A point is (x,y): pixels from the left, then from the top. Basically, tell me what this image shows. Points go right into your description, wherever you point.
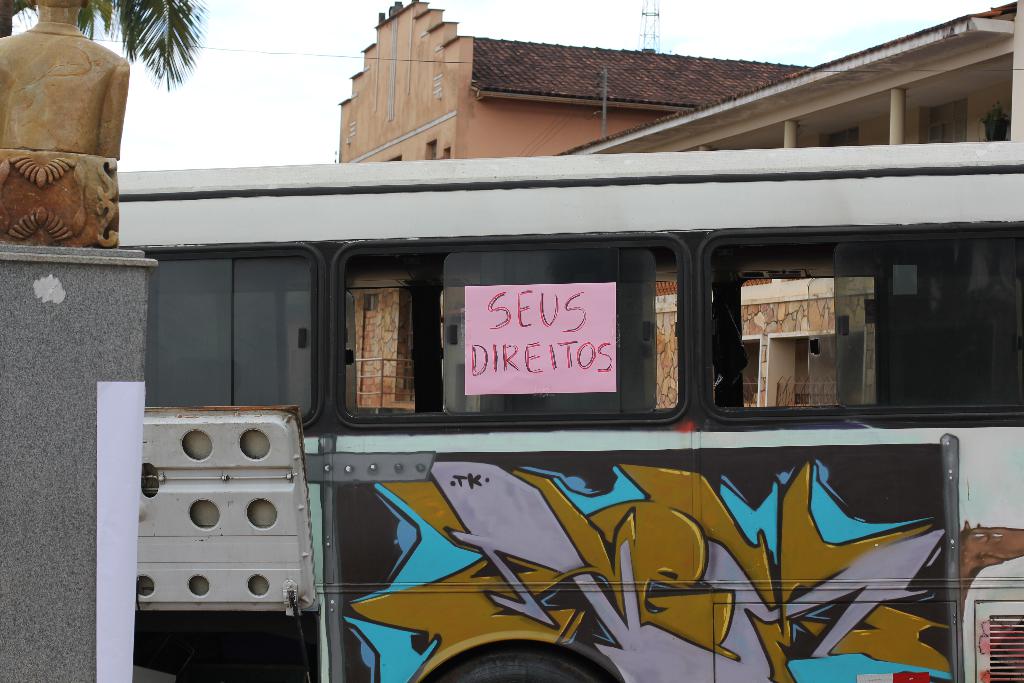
In this image we can see a vehicle (428,212) which is truncated. Here we can see poster (596,345), painting (626,469), statue (84,196), wall (73,281), leaves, building (455,85), and sky (980,4).
